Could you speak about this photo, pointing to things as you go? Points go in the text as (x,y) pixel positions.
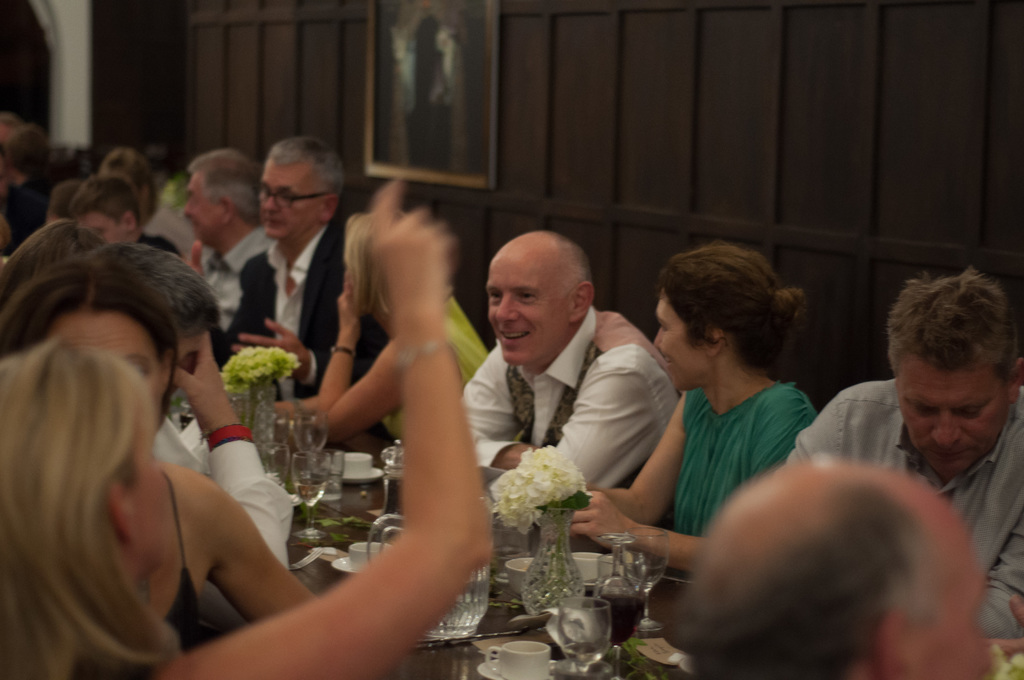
In this image we can see few persons (121,368) are sitting at the table (502,610). On the table (374,497) we can see flower vase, glasses (314,476), cups (356,558) in the saucers (370,477) and objects (387,532). In the background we can see frame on the wall (489,237).
